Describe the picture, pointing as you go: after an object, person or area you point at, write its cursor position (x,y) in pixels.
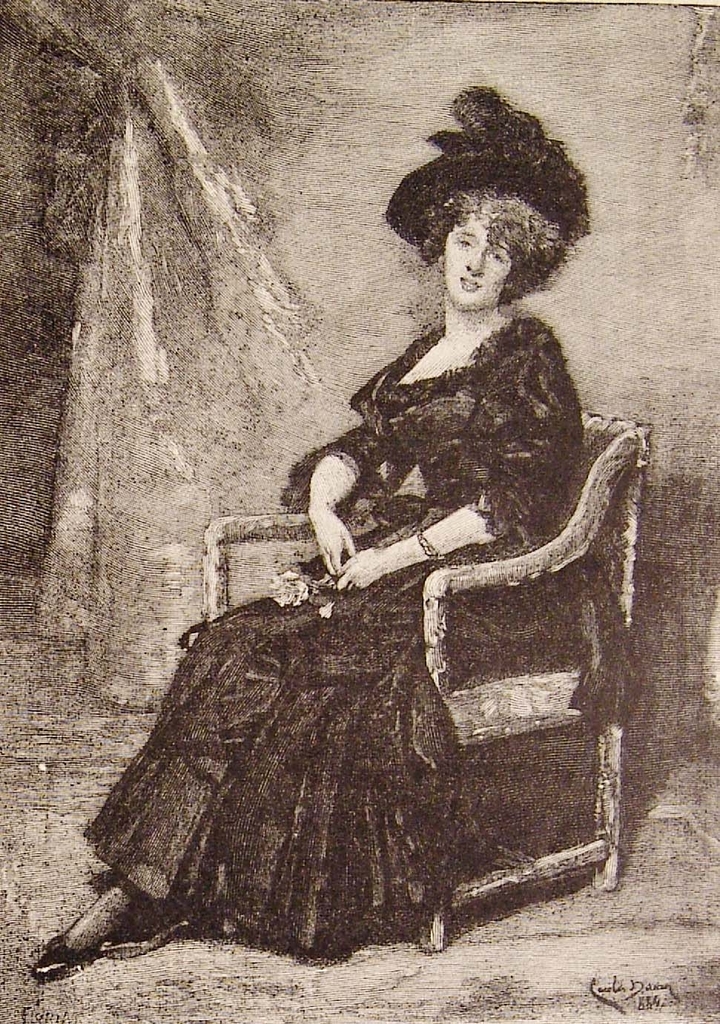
This is a painting. In this painting, we can see there is a woman (429,493), sitting on a chair (448,672). On the bottom right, there is a watermark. And the background (92,535) is blurred.
